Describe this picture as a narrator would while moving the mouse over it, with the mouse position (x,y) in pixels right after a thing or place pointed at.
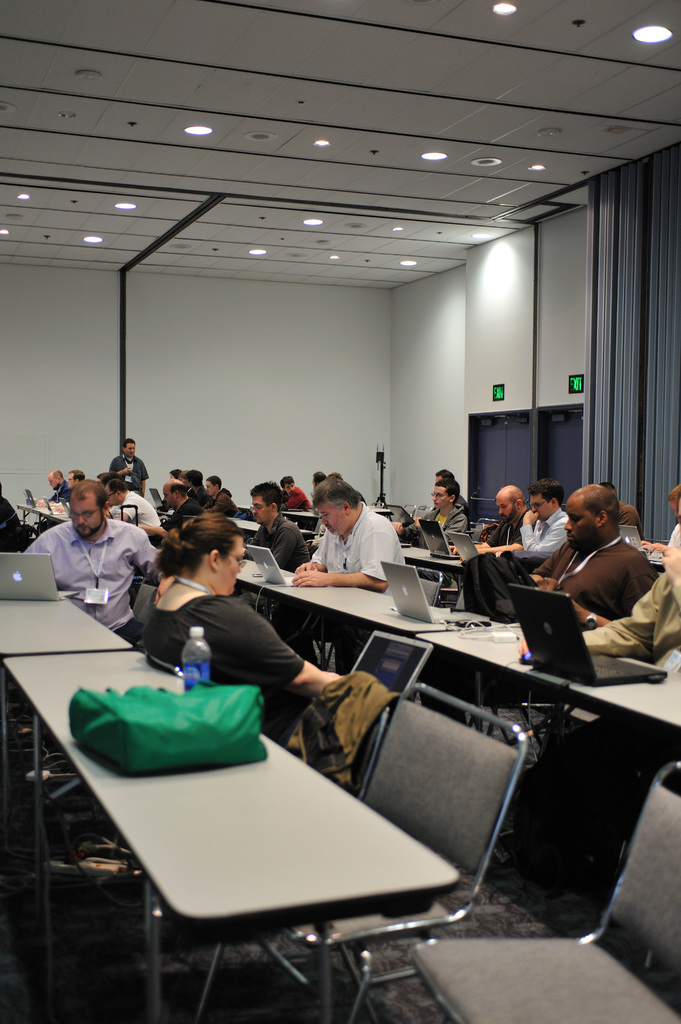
At the top (363,159) we can see ceiling (363,159) and lights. This is a wall (299,329) and door (519,445). Here we can see curtains (640,406). In the picture we can see all the persons (227,504) sitting on chairs (421,733) in front of a table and on the table (357,604) we can see laptops (393,591), bag (219,712), bottles (202,675). This is a floor (312,999). We can see one man (132,454) standing here near to the wall (146,459).
